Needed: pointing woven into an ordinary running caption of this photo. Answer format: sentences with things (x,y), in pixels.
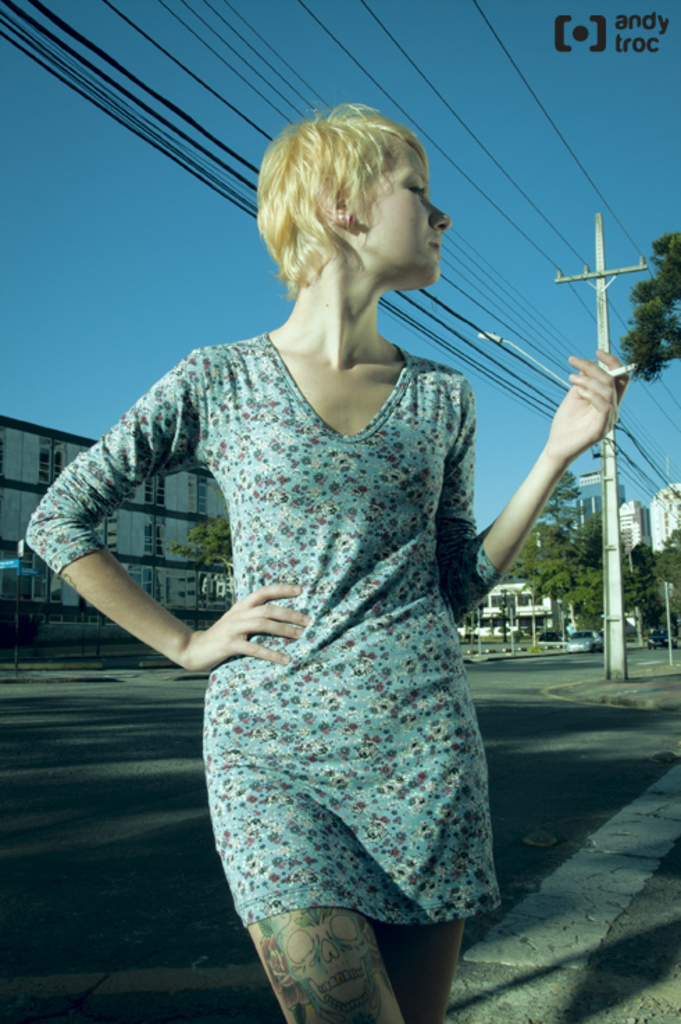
There is one woman (315,609) standing at the bottom of this image (345,766). We can see buildings (538,603) and trees (637,553) in the background (498,616). The sky (577,8) is at the top of this image (179,218). There is a pole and a watermark (576,33) present on the right side of this image (576,33).
